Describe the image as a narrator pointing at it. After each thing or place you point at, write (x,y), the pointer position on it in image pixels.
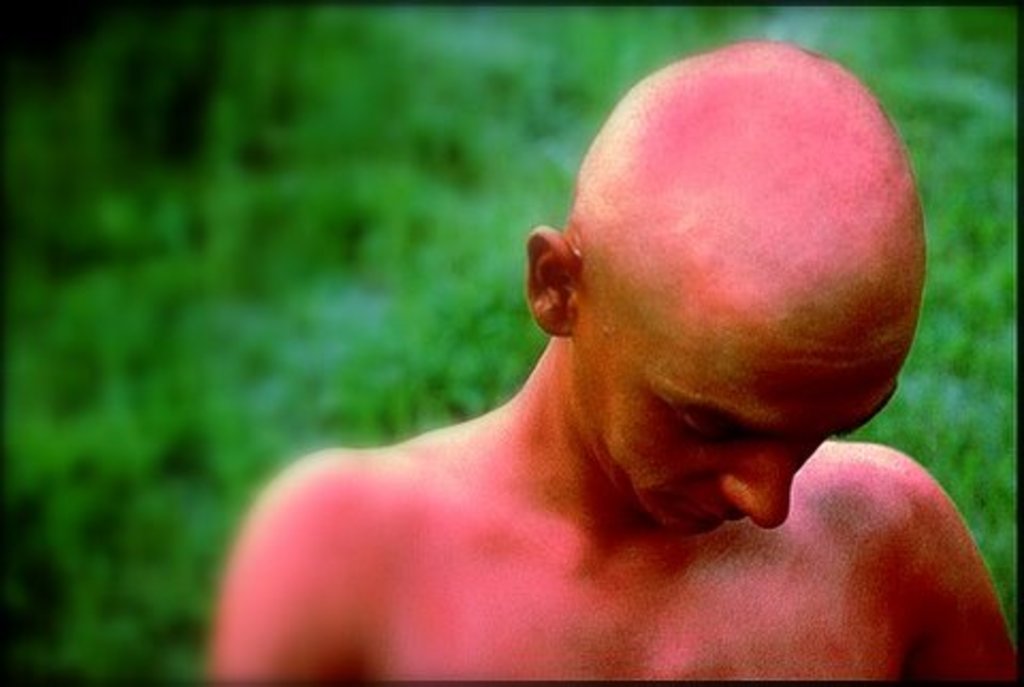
In this picture there is a bald man (745,342) with shirtless is standing in front of the image. Behind there is a green blur background (574,57).
